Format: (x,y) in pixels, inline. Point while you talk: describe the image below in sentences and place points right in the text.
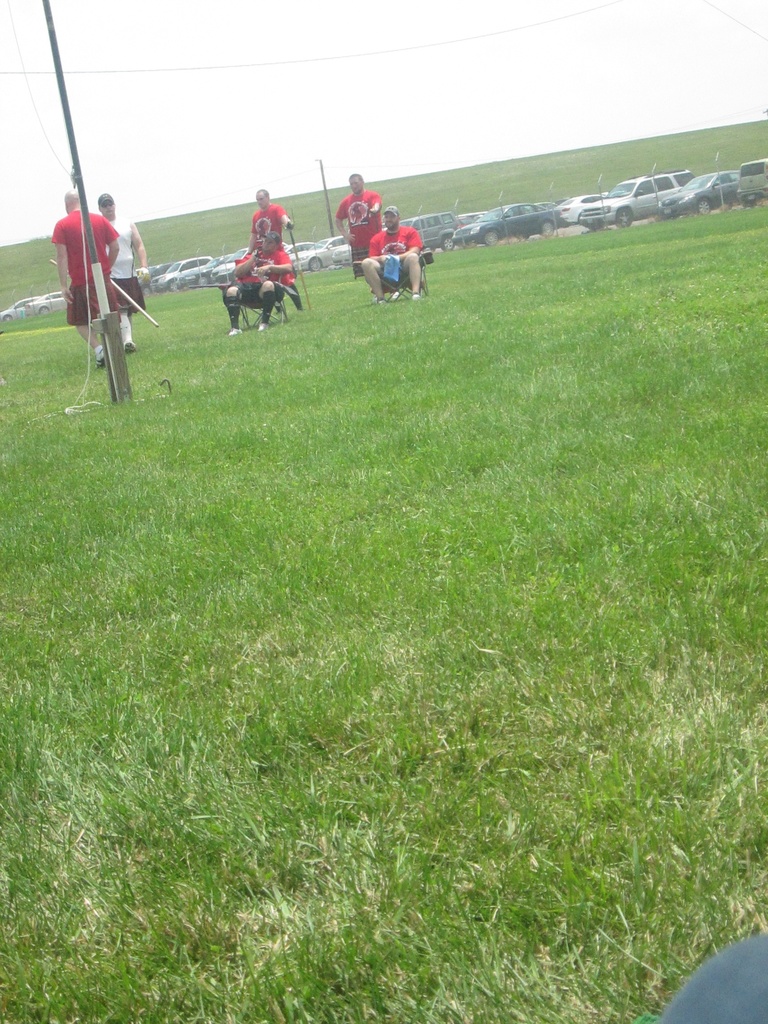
In this image, we can see grassy land (415,556). In the background (108,343), we can see people (272,308), cars (457,228) and a pole (105,313). At the top of the image (359,72), we can see the sky (331,72) and wires (29,87). We can see one person (130,300) is holding a stick (136,305) in his hand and two men (249,281) are sitting on the chairs (272,311).
